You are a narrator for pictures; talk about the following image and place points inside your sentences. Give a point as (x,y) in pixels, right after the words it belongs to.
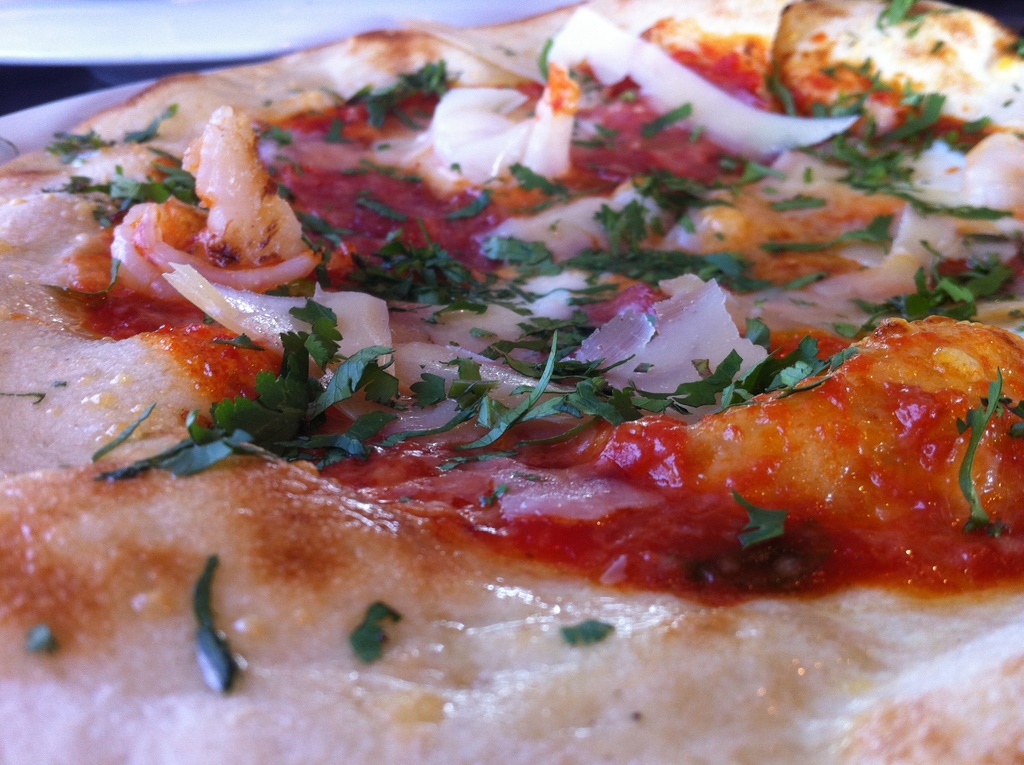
In this image at front (83,756) there is a pizza (301,313) on a plate (47,121).
